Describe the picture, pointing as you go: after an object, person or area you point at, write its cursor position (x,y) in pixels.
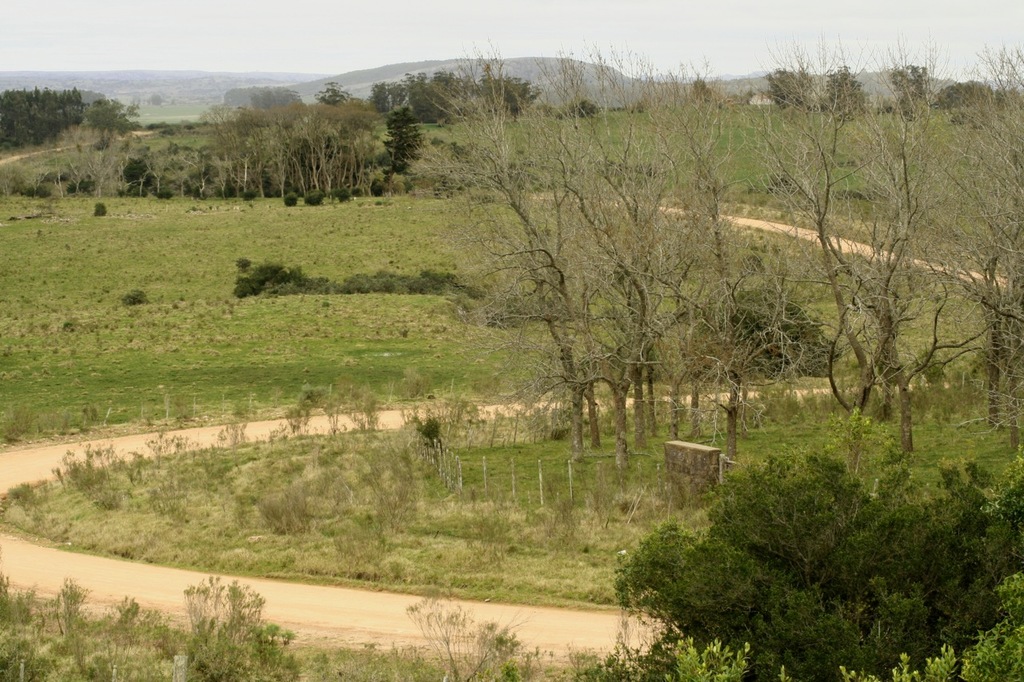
In this image there is a road (114,570), beside the road (114,588) there is grass (350,496), plants (301,496), barbed wire fence (445,467) and trees (638,407), in the background of the image (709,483) there are mountains (190,96) and there is a concrete structure (693,485).
